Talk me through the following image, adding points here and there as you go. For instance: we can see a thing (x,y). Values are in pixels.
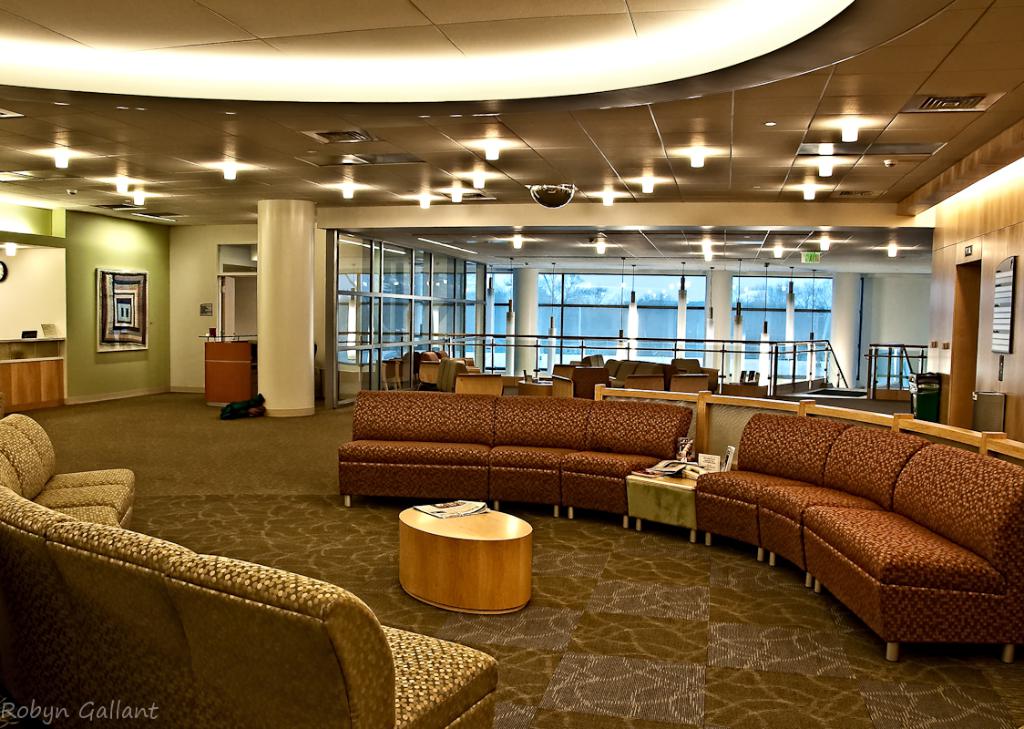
In this image we can see sofa set (895,432) on the floor (531,515), and in front (506,523) here is the table (518,520). Here at back (686,371) are the chairs (704,373), and here is the wall (152,263), and at above here are the lights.
